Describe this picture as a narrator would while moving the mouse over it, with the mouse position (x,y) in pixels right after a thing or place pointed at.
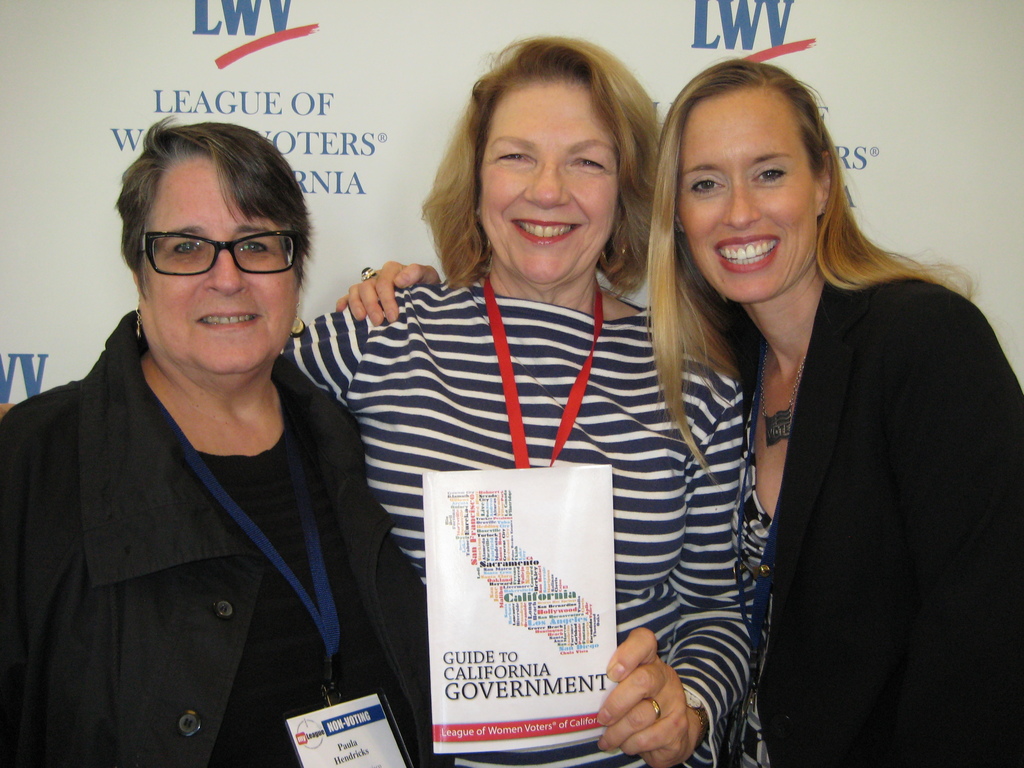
There is a lady (459,371) standing in the center of the image (575,417) holding a pamphlet (570,683) in her hand (622,700), there are other ladies (712,249) on both the sides and a poster (620,10) in the background area (355,81).
